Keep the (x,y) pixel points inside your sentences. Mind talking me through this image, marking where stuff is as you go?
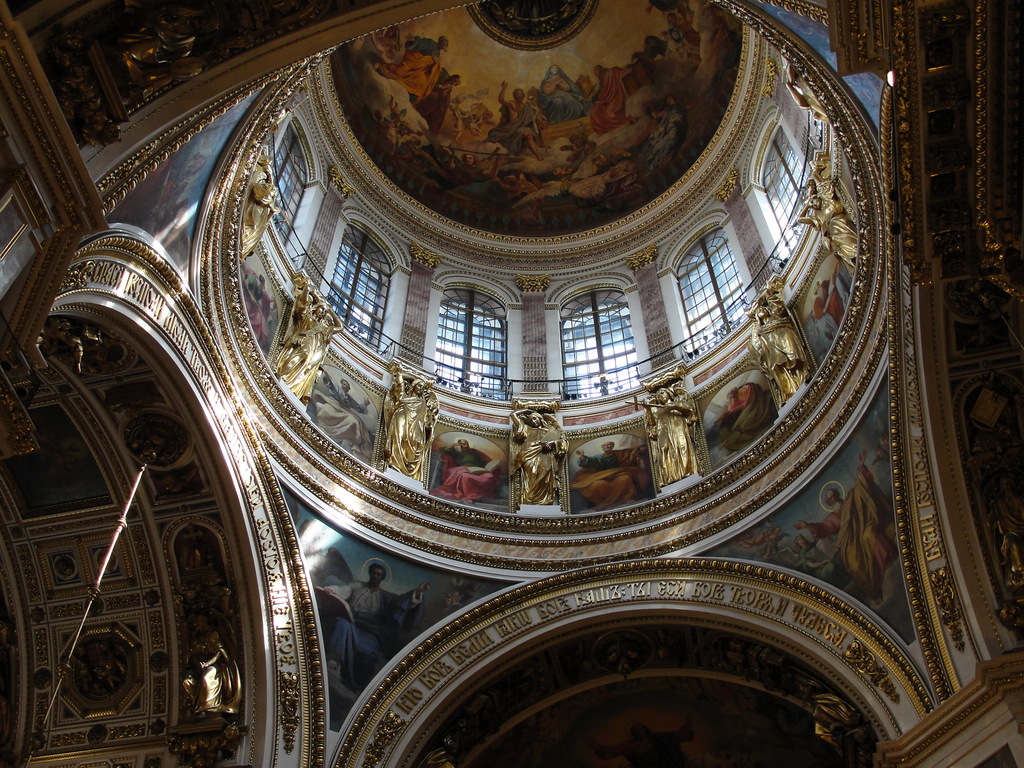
In this picture I can see the inside view of a building (498,225) and I see the sculptures (261,201) in the center of the image (661,391). In the background (616,327) I see the windows (588,311) and I see the art (494,104) on the ceiling (552,99).
